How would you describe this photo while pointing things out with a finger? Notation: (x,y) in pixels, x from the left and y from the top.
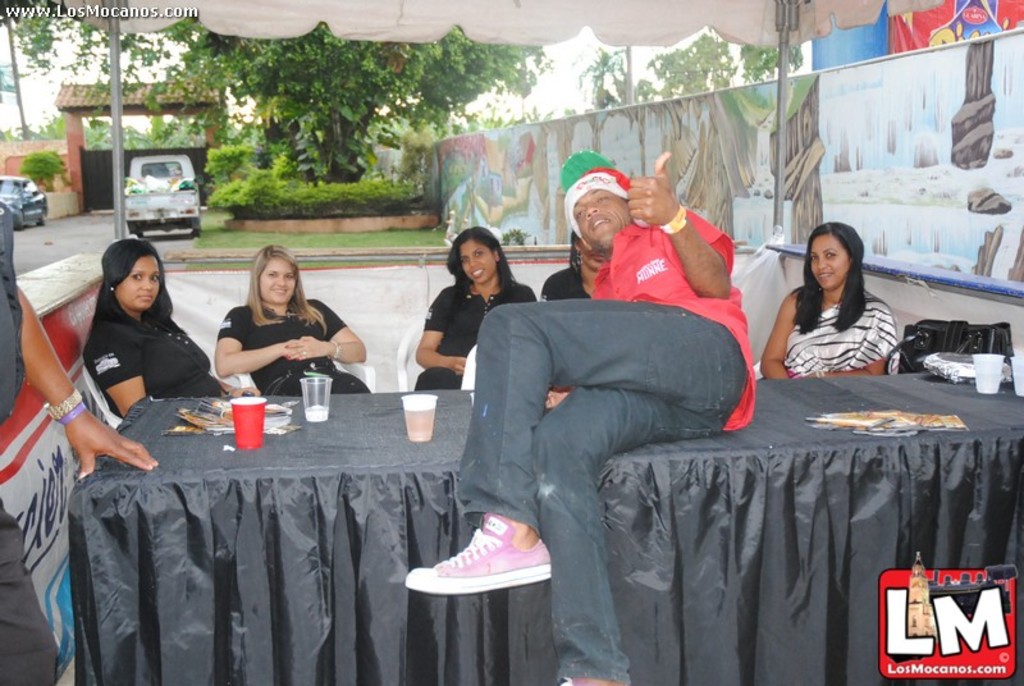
These persons (222,334) are sitting on the chair (222,380). This person (589,318) sitting on table (717,454). This person (1,582) standing. We can see table (733,454) and chairs (408,361). On the table (397,401) we can see glass (432,399) and things (899,365). On the background (311,158) we can see vehicles (175,166), road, tree (181,133), sky (487,114), gate (110,164).
